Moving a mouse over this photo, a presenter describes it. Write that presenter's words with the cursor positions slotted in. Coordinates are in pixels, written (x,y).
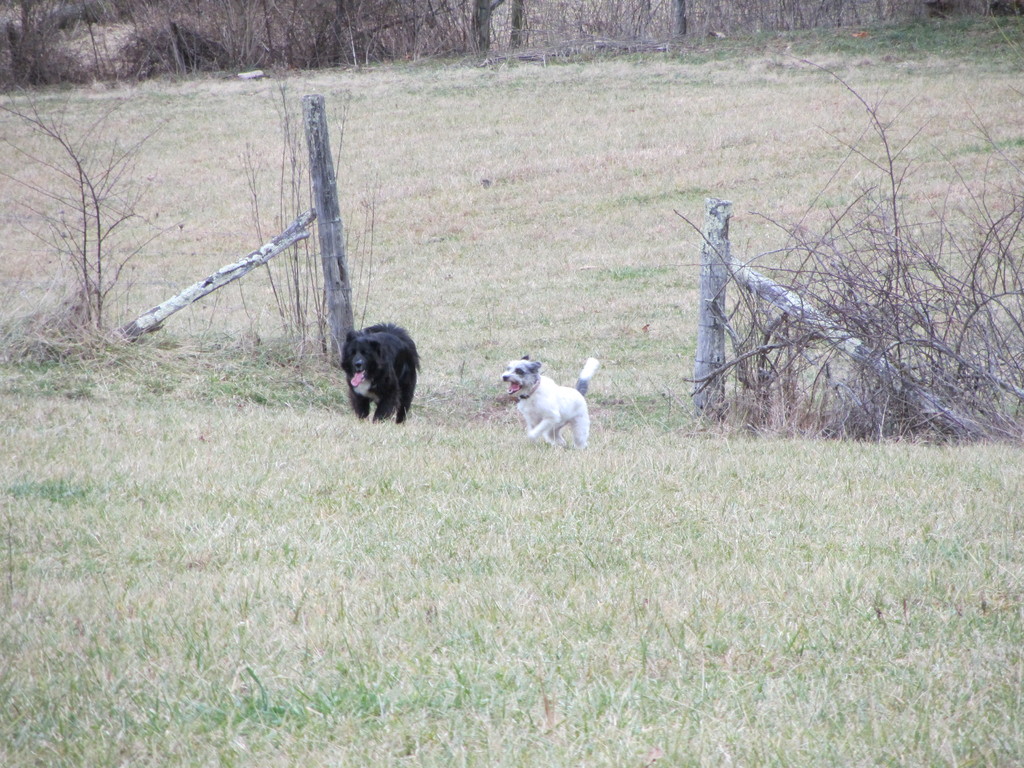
In this picture I can see in the middle (534,398) there are dogs (522,416), at the bottom (623,627) there is grass (634,622). There are dried sticks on either side of this image.
